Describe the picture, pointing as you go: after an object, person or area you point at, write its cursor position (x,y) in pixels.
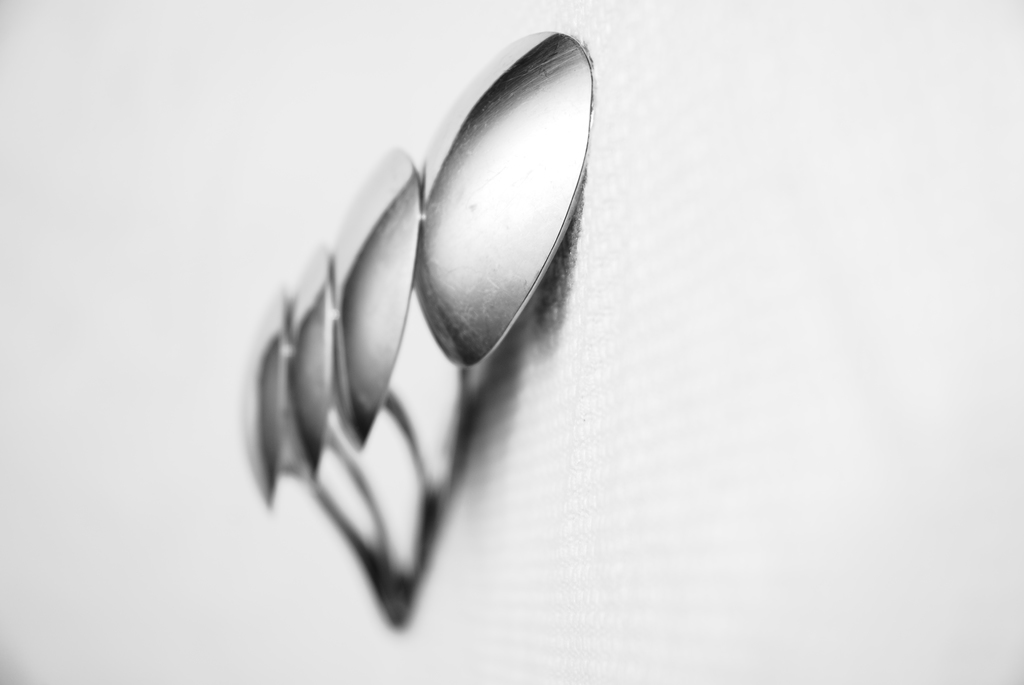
In this picture there are four steel spoons (248,446). At the bottom (608,555) there is a white background (594,560).
